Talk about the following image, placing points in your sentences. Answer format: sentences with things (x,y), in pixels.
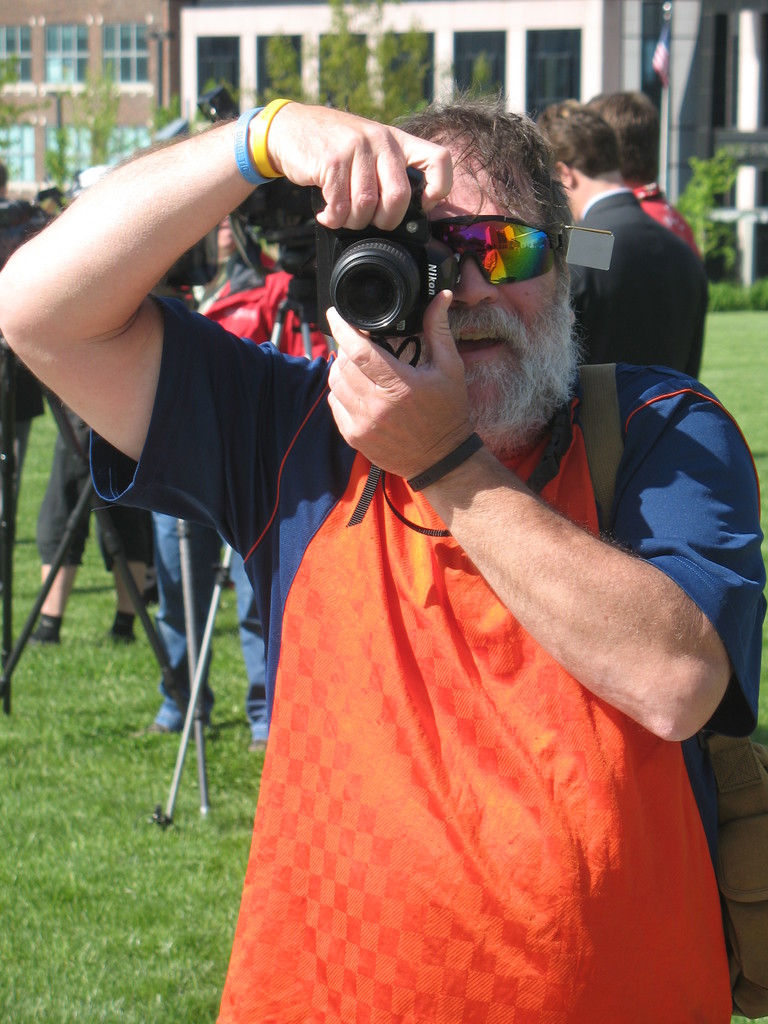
in the picture there is a person (439,448) standing and holding a camera (325,303) there are many persons (606,198) behind.
